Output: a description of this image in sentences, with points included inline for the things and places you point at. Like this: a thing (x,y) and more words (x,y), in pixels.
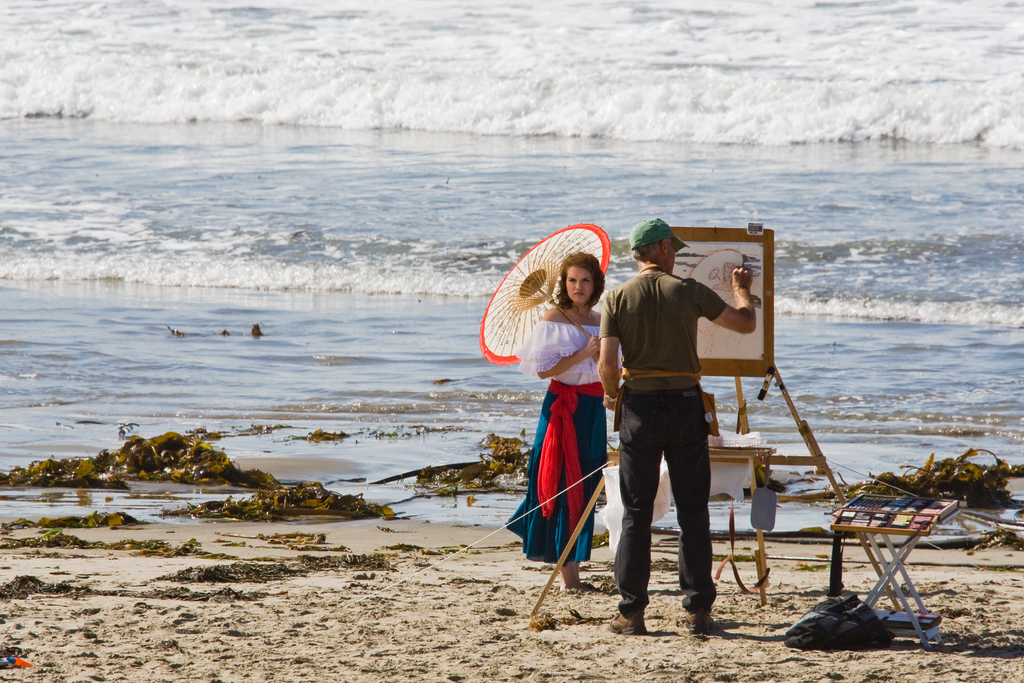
In the picture we can see a woman (563,436) holding umbrella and standing and we can see a man (611,395) wearing green color dress (679,276) standing and doing sketch (726,287) of a woman (568,335) and in the background of the picture (799,85) there is water (373,89).
